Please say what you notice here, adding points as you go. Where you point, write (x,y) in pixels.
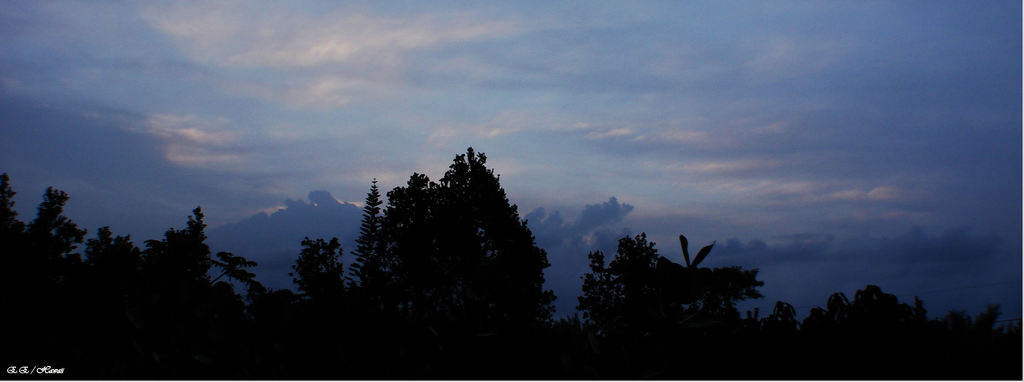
This picture shows a blue cloudy sky (450,128) and trees (32,239) around.
